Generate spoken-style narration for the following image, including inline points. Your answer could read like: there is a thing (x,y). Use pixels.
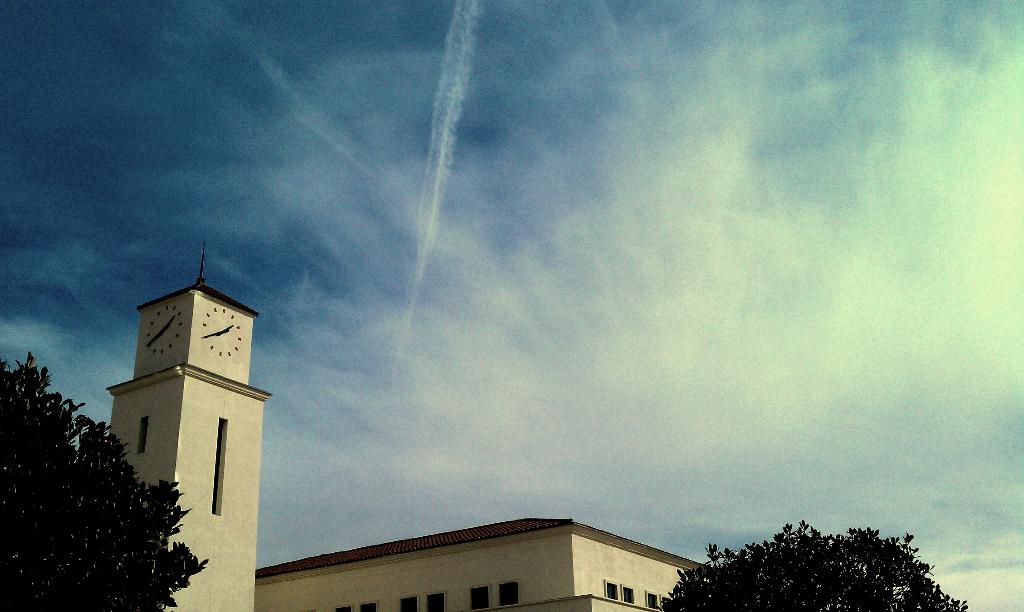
In this image at the bottom (540,579), there is a building (455,569). On the left (155,476) there are trees (128,489), steeple (188,434) and clock (231,354) on it. In the middle (599,338) there are trees (831,559), sky (636,390) and clouds (481,290).
